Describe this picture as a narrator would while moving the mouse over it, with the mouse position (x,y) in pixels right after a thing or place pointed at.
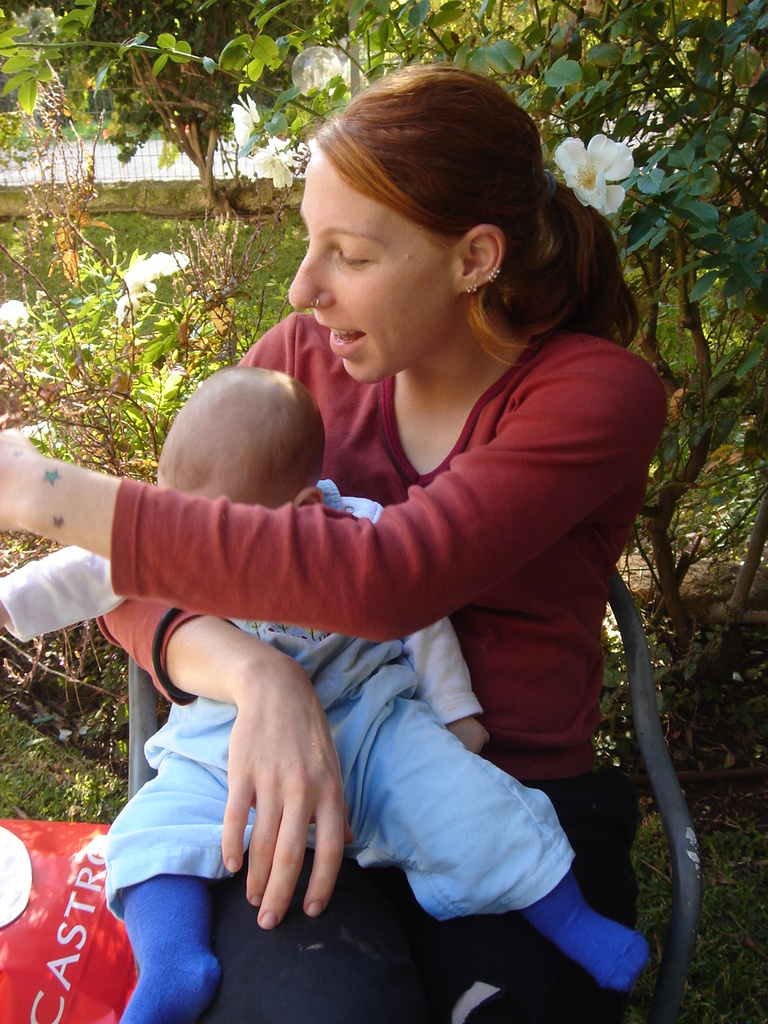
In this picture we can see a woman (468,360) holding a baby (415,808) and sitting on the chair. Some grass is visible on the ground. There are few trees (78,67) and some fencing (20,161) in the background (2,159).
